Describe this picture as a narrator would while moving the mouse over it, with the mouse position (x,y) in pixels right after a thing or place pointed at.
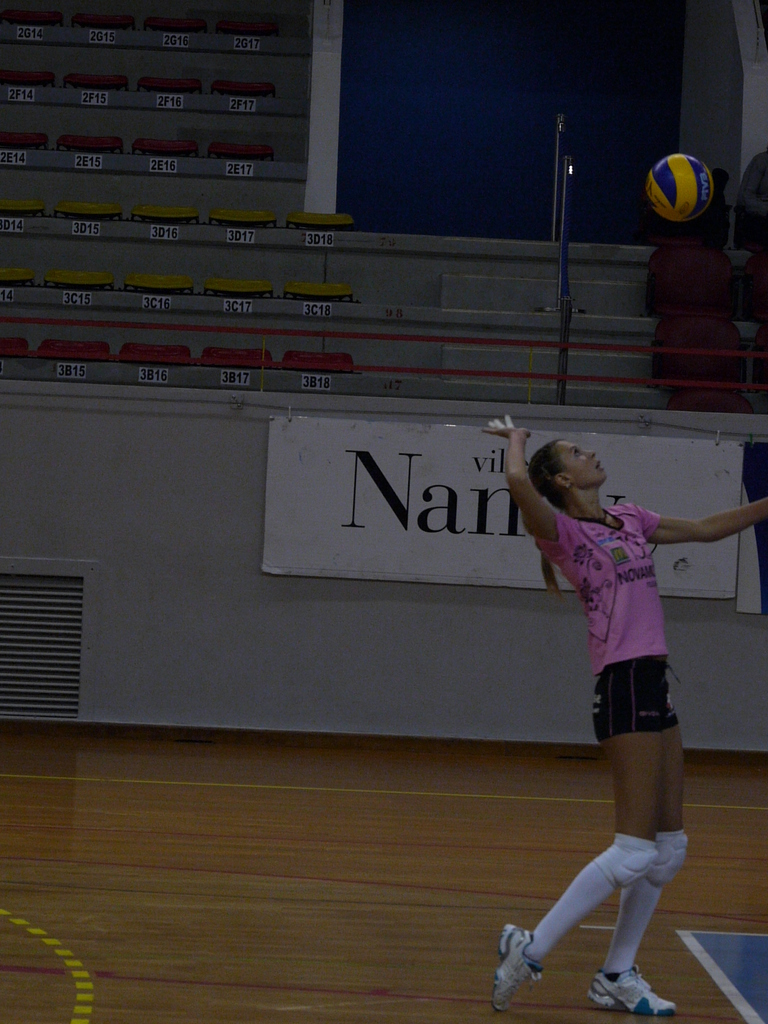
In this image there is one girl (631,750) standing on the right side of this image (610,694) and there is a floor (294,888) in the bottom of this image (294,888), and there is a wall (128,521) in the background (453,430) and there is a ball (700,174) on the top right side of this image (686,204).
